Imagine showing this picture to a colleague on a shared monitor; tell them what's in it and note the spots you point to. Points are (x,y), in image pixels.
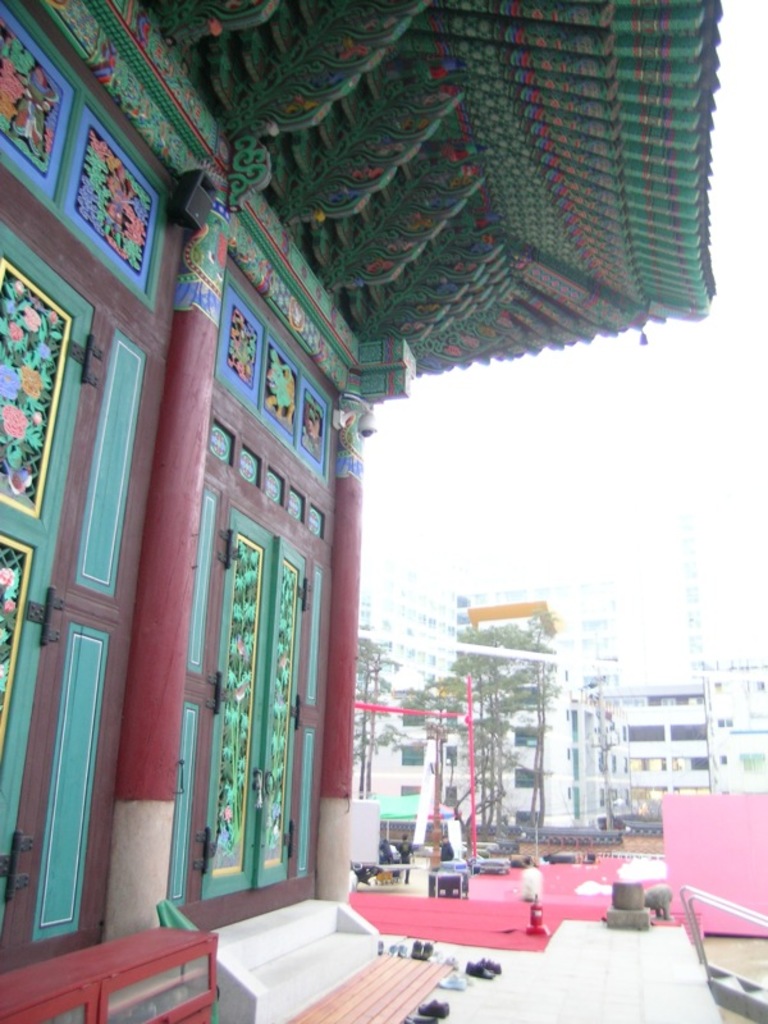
In this image we see trees (476,719), here are the buildings (676,730), here is the staircase (740,998), here is the door (247,663), here is the pillar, at above here is the sky (555,464).
